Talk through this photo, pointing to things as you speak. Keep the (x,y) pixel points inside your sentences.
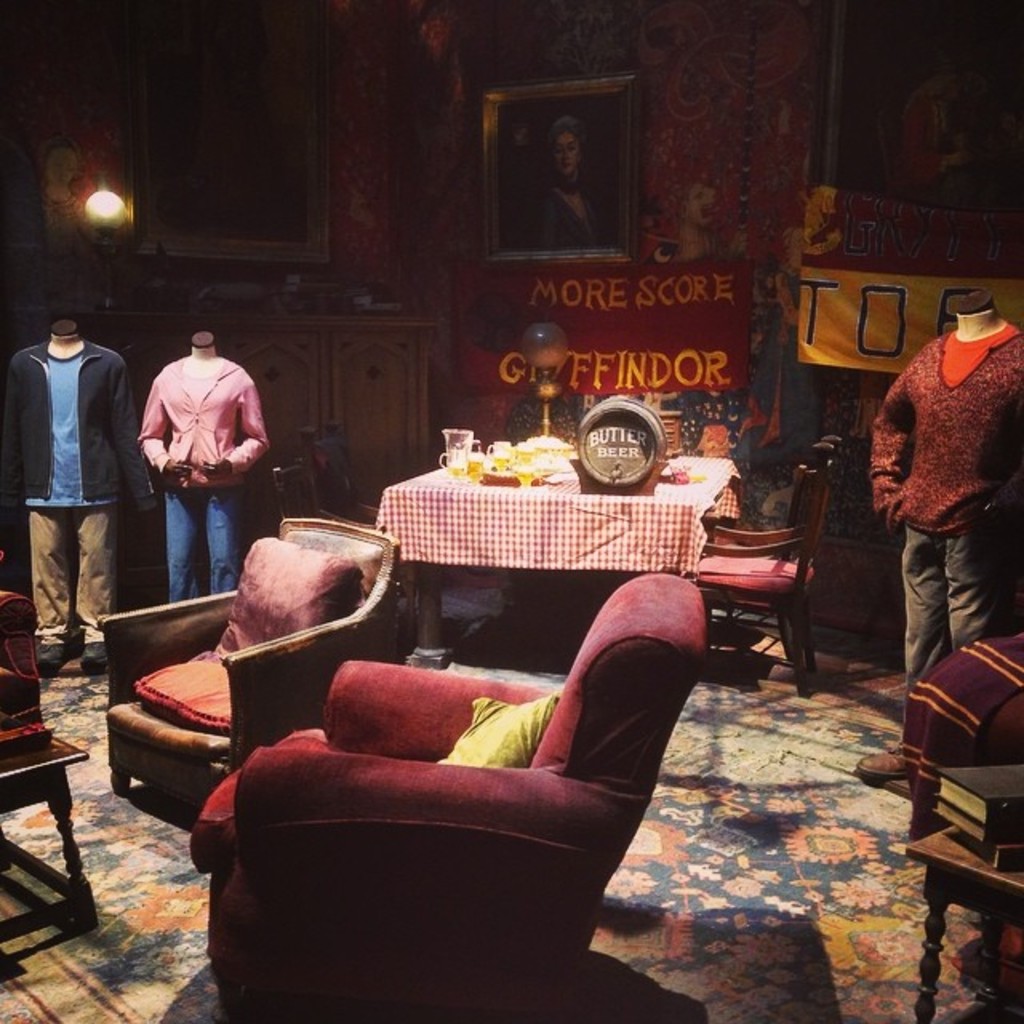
This picture shows couple of chairs (247,755) and we see three mannequins (194,492) with clothes (32,470) on them. we see a table (661,467) on the table (482,484) we see a Jug (465,454) and few Glasses (530,446) on it and we see a photo frame (606,233) on the wall (660,190).
